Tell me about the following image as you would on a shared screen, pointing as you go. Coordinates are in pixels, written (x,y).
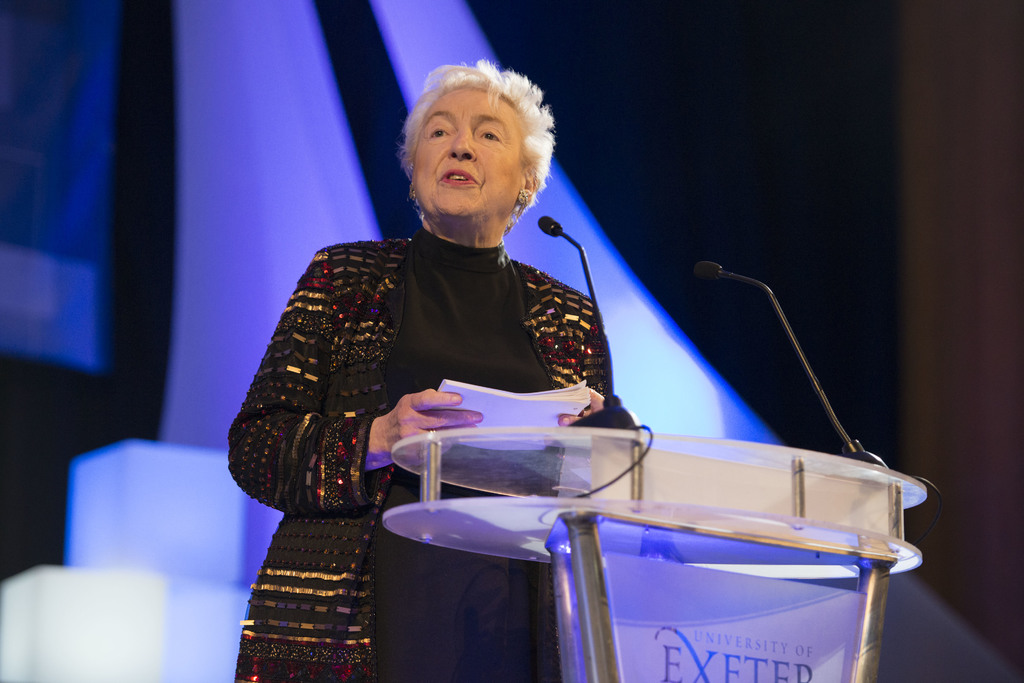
In this image, I can see a woman (361,469) standing and holding papers (505,396). In front of the woman (520,387), there is a glass podium (611,492) with mics (863,452). The background (876,428) is blurry.
